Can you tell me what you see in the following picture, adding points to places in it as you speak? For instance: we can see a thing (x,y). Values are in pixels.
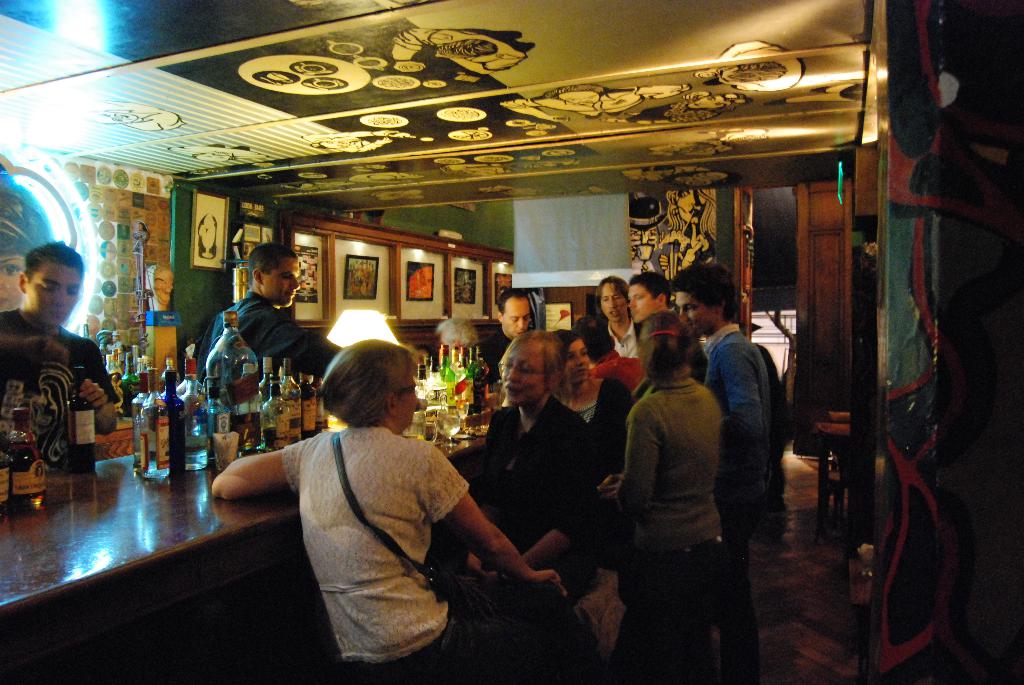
In this image I can see people (410,460) where few are standing and few are sitting. I can also see number of bottles (167,365) and number of frames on these walls (325,267).
